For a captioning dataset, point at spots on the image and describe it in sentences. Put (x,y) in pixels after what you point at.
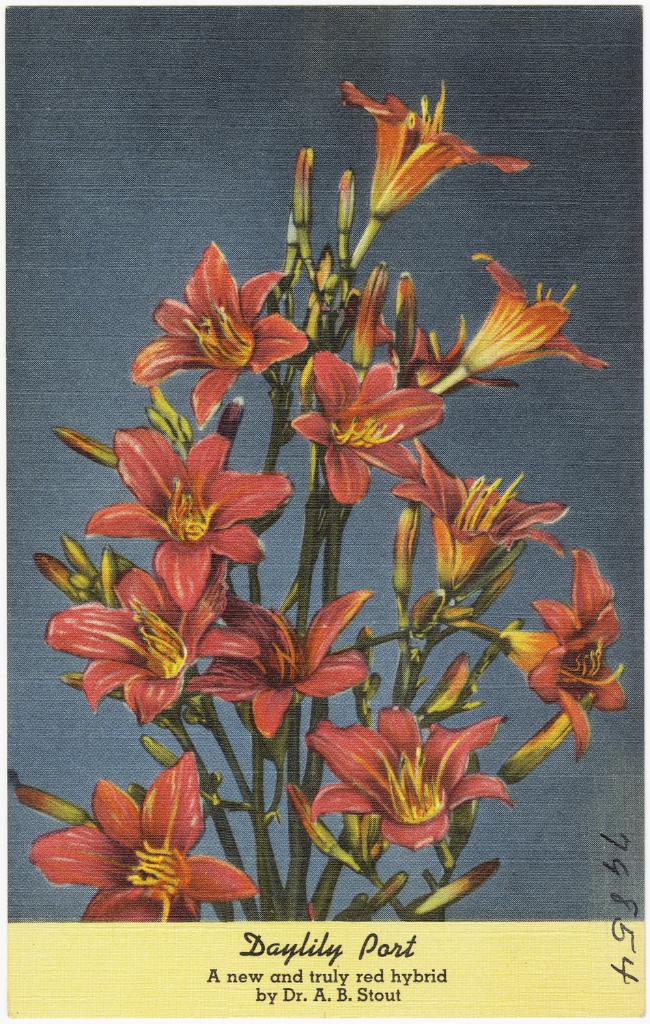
In this image there is a painting (200,681) of flowers (398,786) and a plant (236,762), at the bottom of the image (253,982) there is some text (337,966).
